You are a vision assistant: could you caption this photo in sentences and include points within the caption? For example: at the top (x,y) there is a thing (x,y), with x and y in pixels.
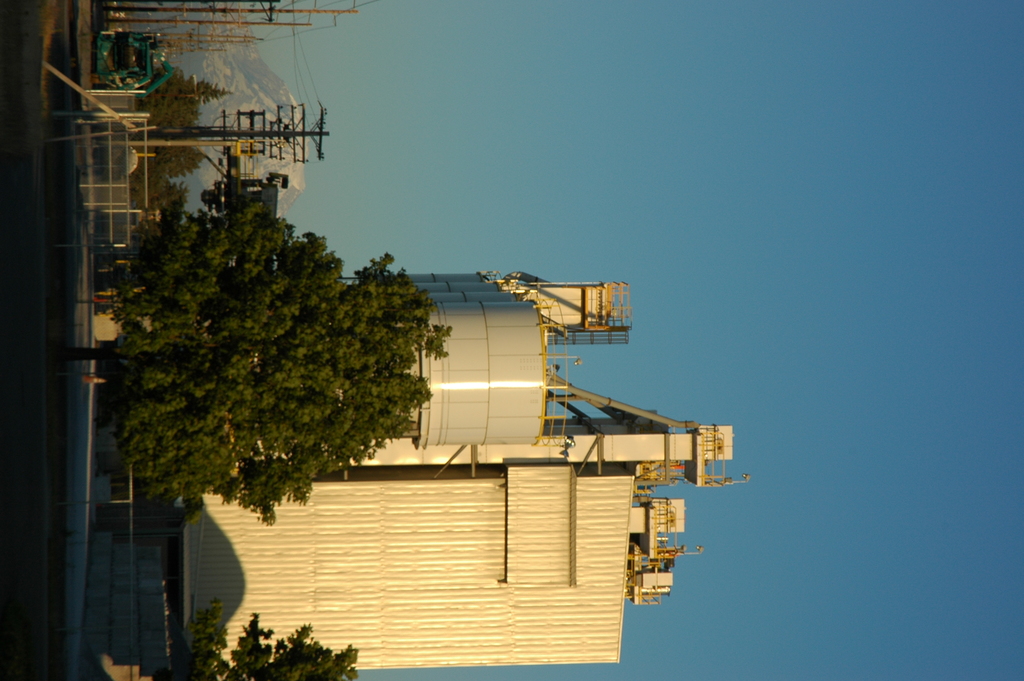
This picture shows a factory (448,488) and few electrical poles (210,133) and trees (213,653) and we see a road (13,505) and a blue sky (635,28).
